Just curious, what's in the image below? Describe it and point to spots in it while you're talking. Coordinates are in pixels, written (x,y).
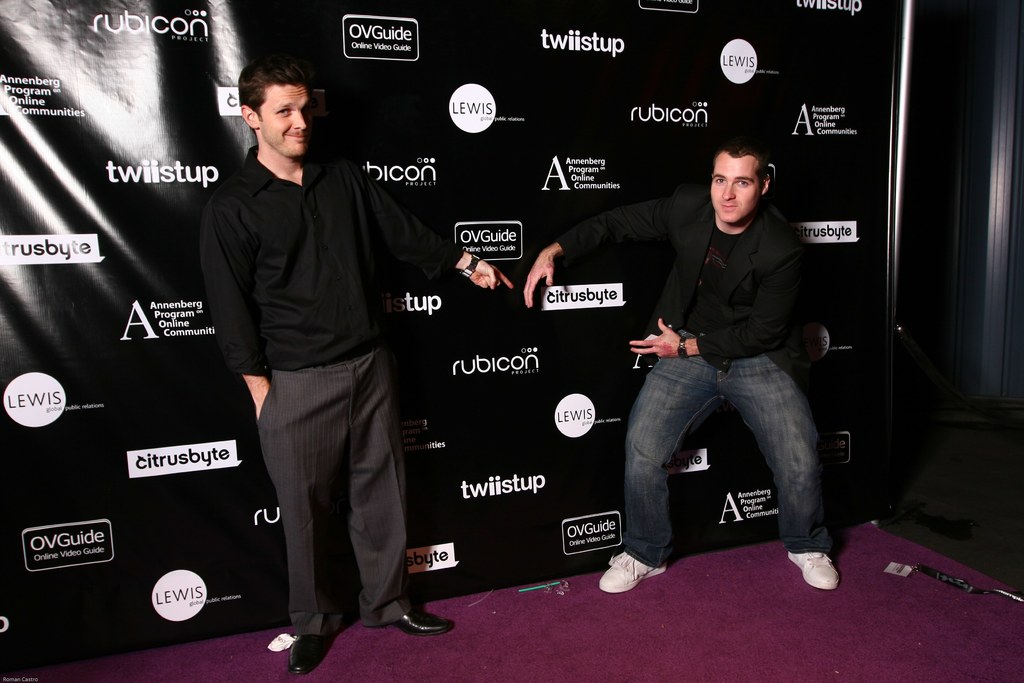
In the foreground of this image (379,436), there are two men (648,432) standing on the stage (651,631) in front of a banner wall (570,75).
